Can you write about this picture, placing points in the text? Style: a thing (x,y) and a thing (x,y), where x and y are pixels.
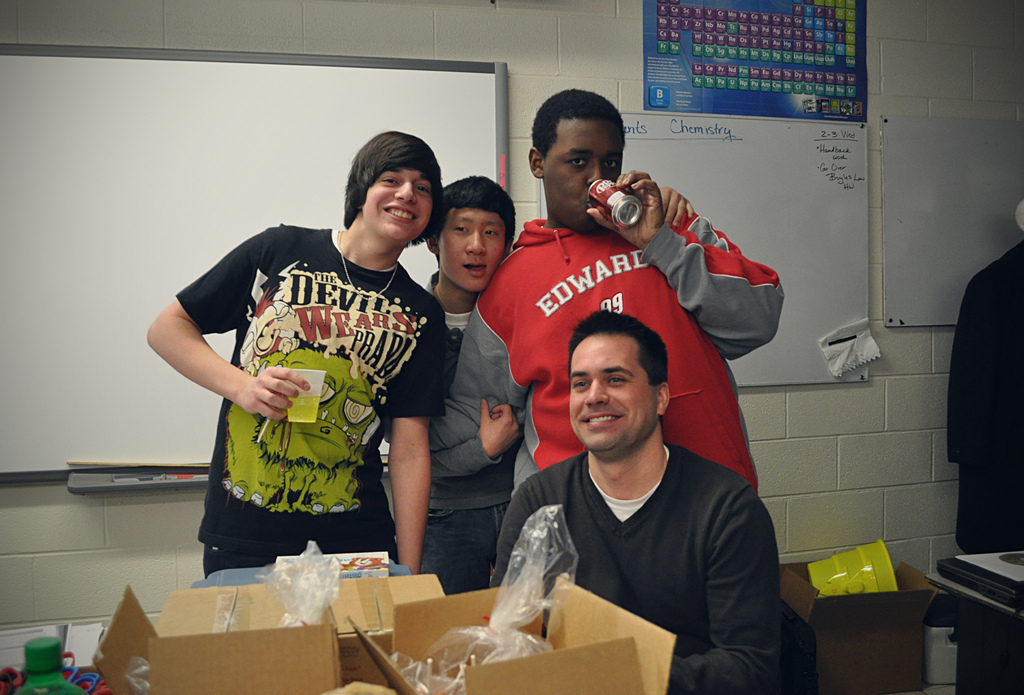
In this picture we can see four people (285,239) where a man (719,493) sitting on a chair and smiling and two are holding a glass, tin (599,184) with their hands (636,183) and in front of them we can see boxes (462,608), papers (72,637), plastic covers (301,602) and at the back of them we can see clothes (1013,350), boards (849,302) and posters (768,21) on the wall (838,545), table (966,604) and some objects (952,599).
